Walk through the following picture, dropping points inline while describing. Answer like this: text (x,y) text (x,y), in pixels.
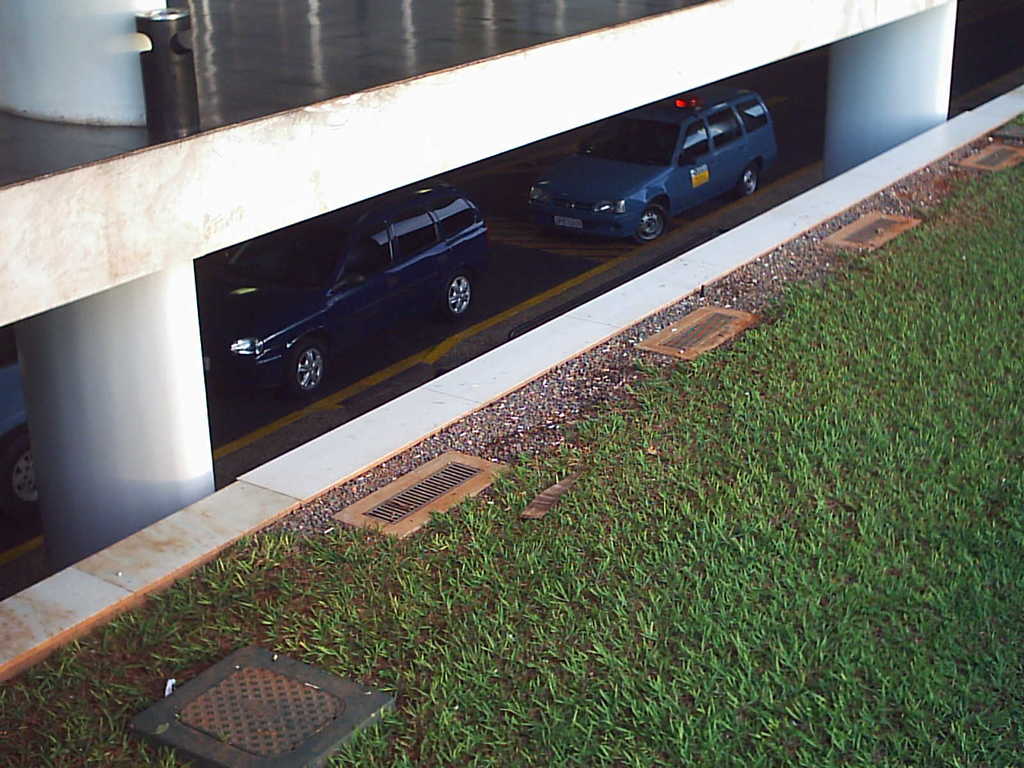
In the image on the ground (847,507) there is grass (680,612) and also there are few objects (281,664). And also there are white tiles (262,470). There are few cars (412,312) are on the floor (1010,37). And also there are white colored pillars (873,85). At the top of the image (164,91) there is a dustbin (161,59). Behind the bin (155,46) there is a pillar (25,67).
